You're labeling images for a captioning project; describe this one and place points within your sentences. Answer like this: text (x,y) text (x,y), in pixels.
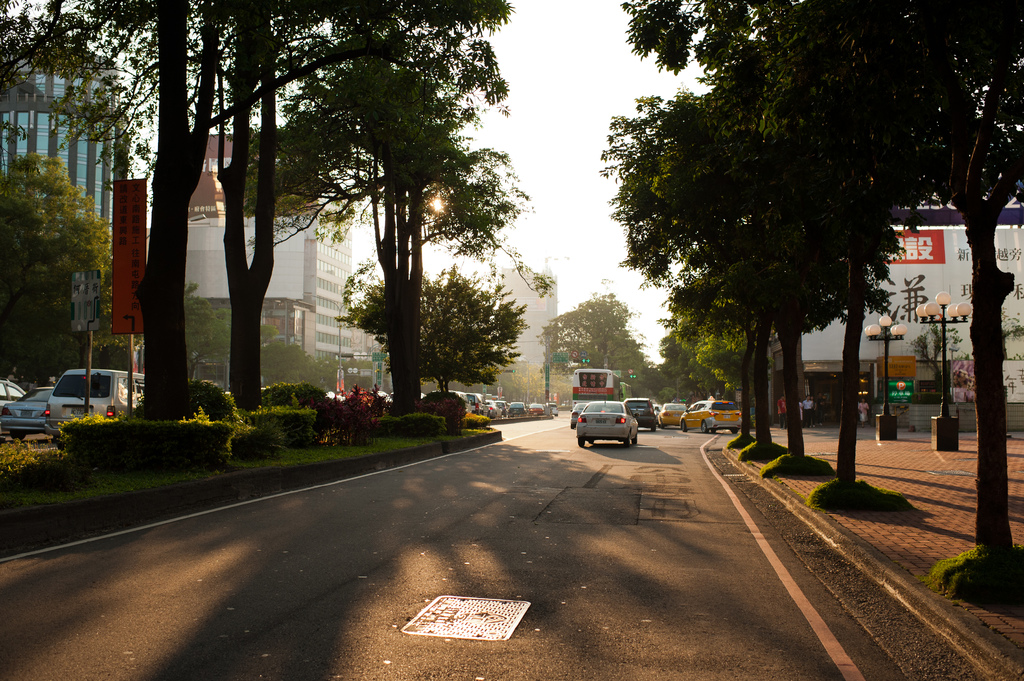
In this picture I can see vehicles (588,433) on the road (420,485). On the right side (953,284) I can see white color board (915,296) and street lights (933,319). On the left side (335,412) I can see a divider (380,446), trees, plants (373,428), buildings (346,310) and other objects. In the background (553,77) I can see the sky (525,162).
